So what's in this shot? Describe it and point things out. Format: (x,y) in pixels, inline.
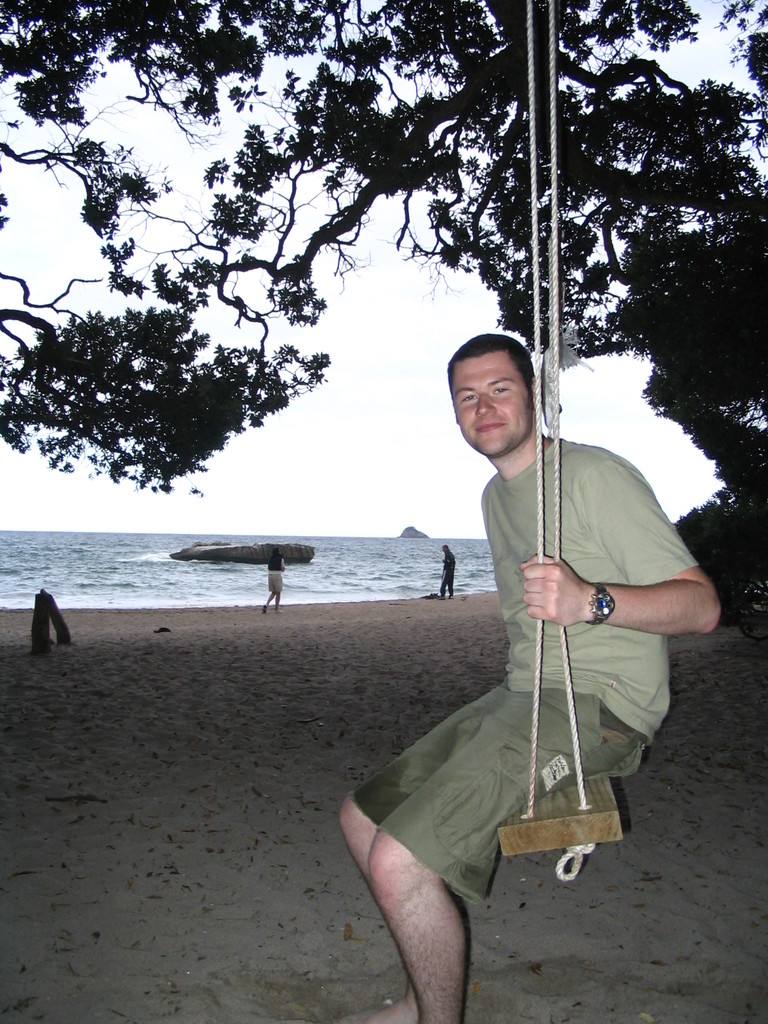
In this picture we can see few people (472,732), on the right side of the image (529,680) we can see a man (531,680), he is sitting on the swing (534,767), in the background (211,372) we can find few trees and water (377,567).
